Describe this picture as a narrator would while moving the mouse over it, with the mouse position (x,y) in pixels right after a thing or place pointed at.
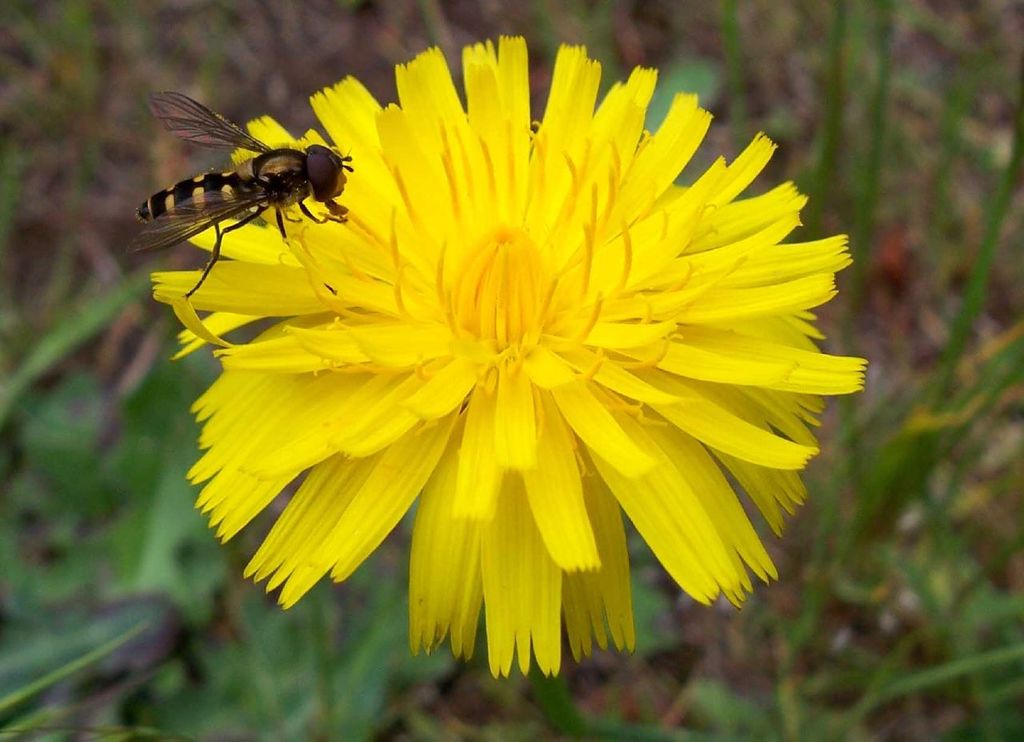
In this image we can see a flower (567,312) which is in yellow color and a bee (310,188) on it.
